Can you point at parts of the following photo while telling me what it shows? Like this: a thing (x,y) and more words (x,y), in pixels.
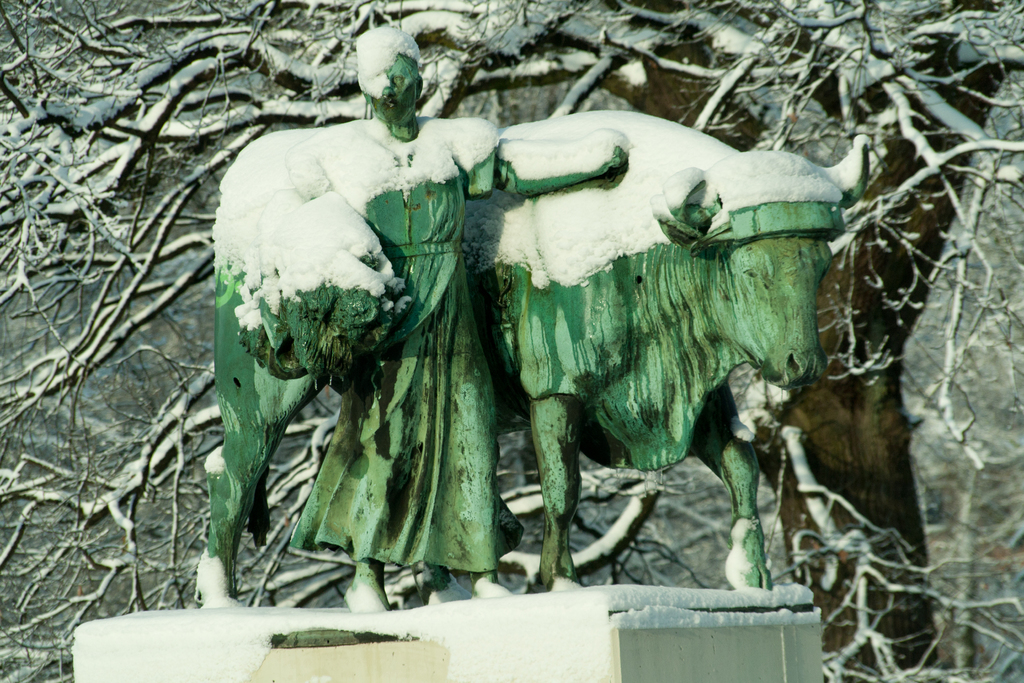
In this image we can see statue (486,338) of a person (419,231) and an animal (515,285) on the pedestal (167,649). Here we can see snow (237,157). In the background (68,504) we can see branches (753,44) covered with snow (964,21).
